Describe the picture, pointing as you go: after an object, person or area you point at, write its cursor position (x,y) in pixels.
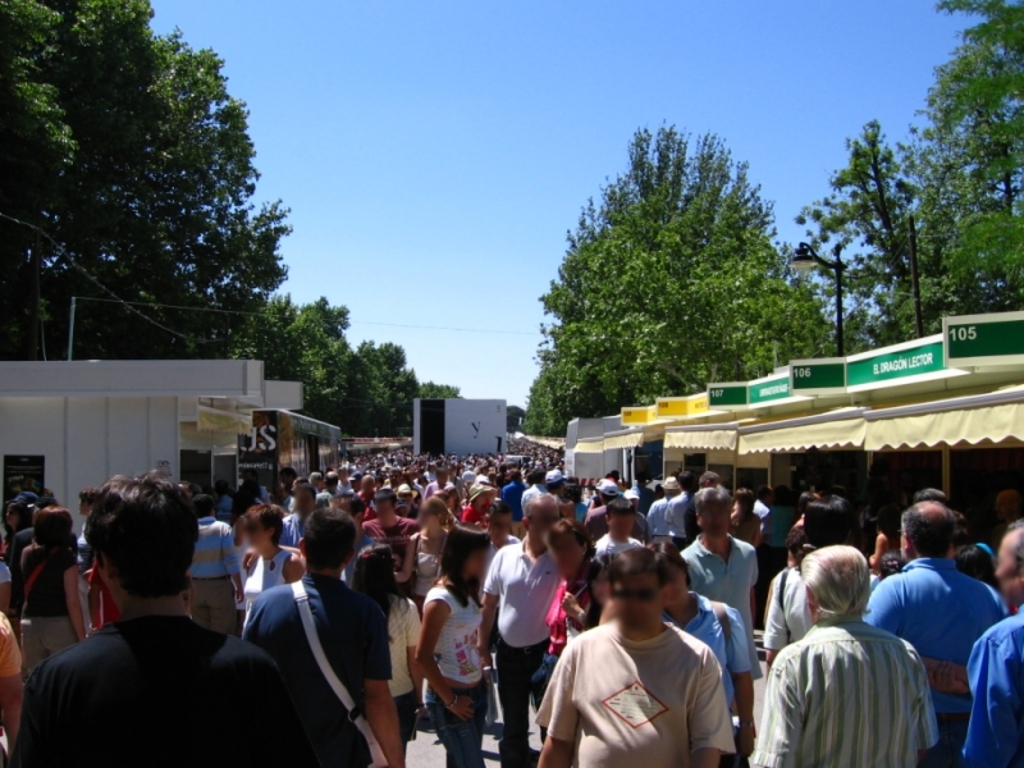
Here we can see crowd (260,569). These are stalls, shed (129,390), poles (840,265) and trees (952,239). Sky (406,155) is in blue color. Far there is a board (482,433).
